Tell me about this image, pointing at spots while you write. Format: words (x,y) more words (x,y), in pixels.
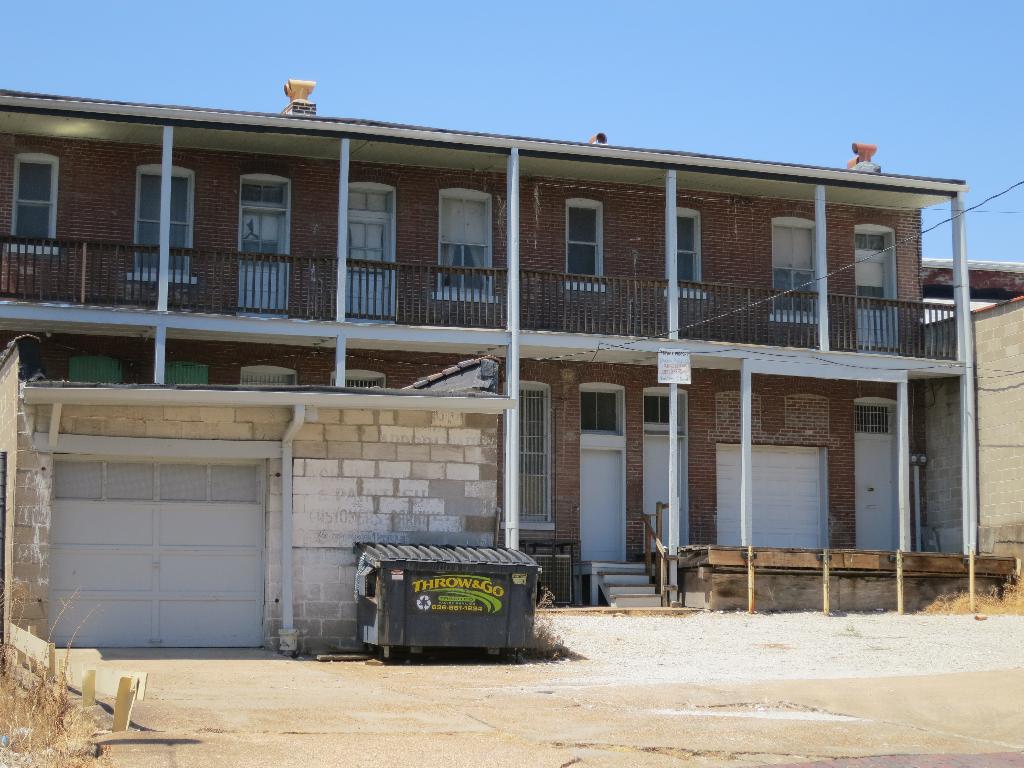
In this picture I can see building (500,365), steps (645,576), windows (154,222), garbage bin (473,612) and a fence (844,305). In the background (415,21) I can see sky (417,68). I can also see house (403,305).
